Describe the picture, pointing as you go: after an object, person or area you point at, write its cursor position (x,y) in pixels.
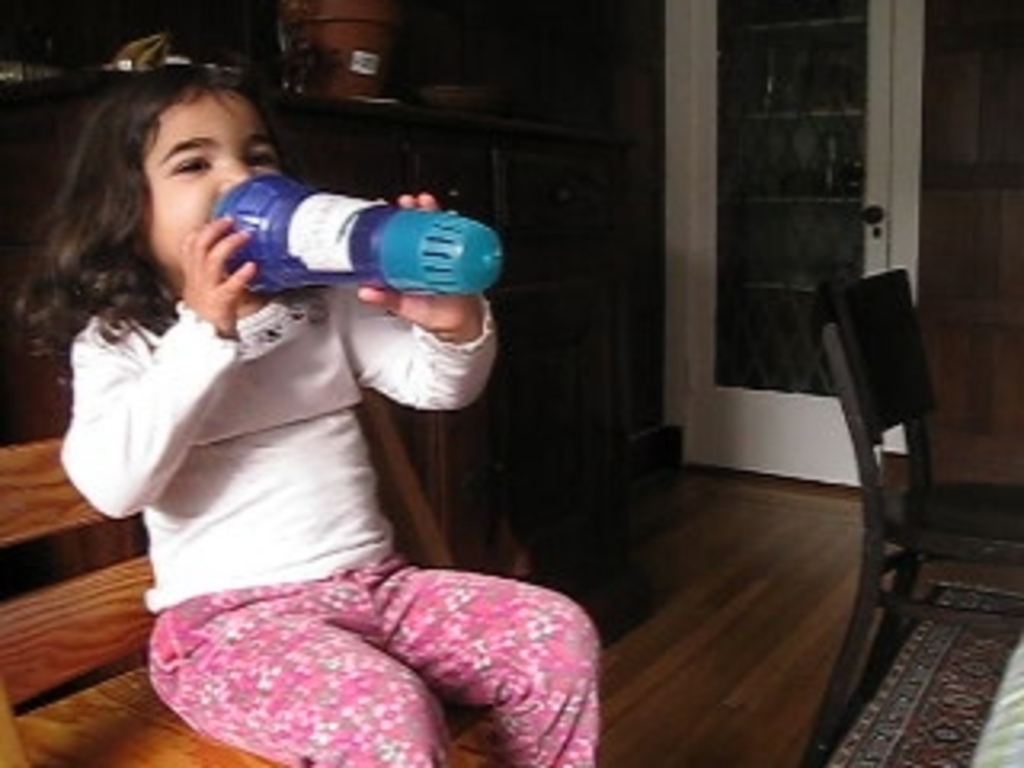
This image is clicked inside a room (445,563). There is a girl (464,341) sitting on a chair (462,722) and drinking water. To the right (899,564) there is a chair (899,601). At the bottom (790,697) there is floor (766,726) with a floor mat (929,732). At the background (723,116) there is a white color door (762,119). To the left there are furnitures (560,184).
